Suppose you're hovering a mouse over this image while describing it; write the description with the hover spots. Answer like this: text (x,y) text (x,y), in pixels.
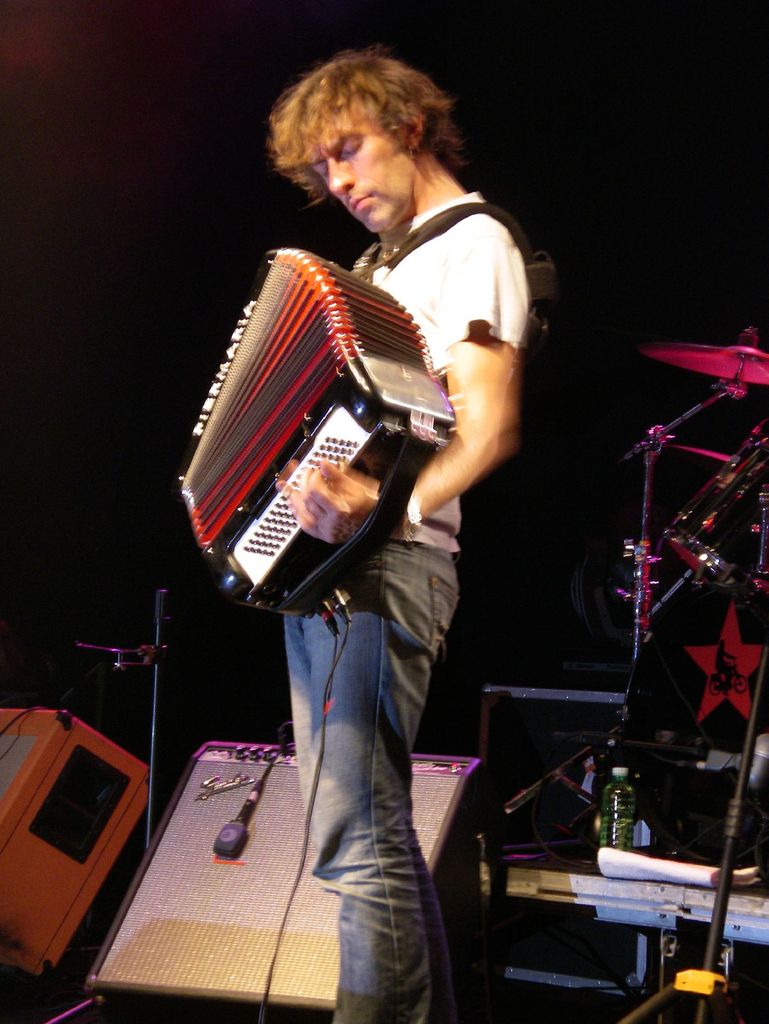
In this image in the center (354,598) there is one person (363,492) who is holding some musical instrument (314,363) and playing. In the background (699,633) there are some drums (696,688), mike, speakers (205,771), wires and some other musical instruments (674,723). On the right side (678,874) there are some papers (659,874).
